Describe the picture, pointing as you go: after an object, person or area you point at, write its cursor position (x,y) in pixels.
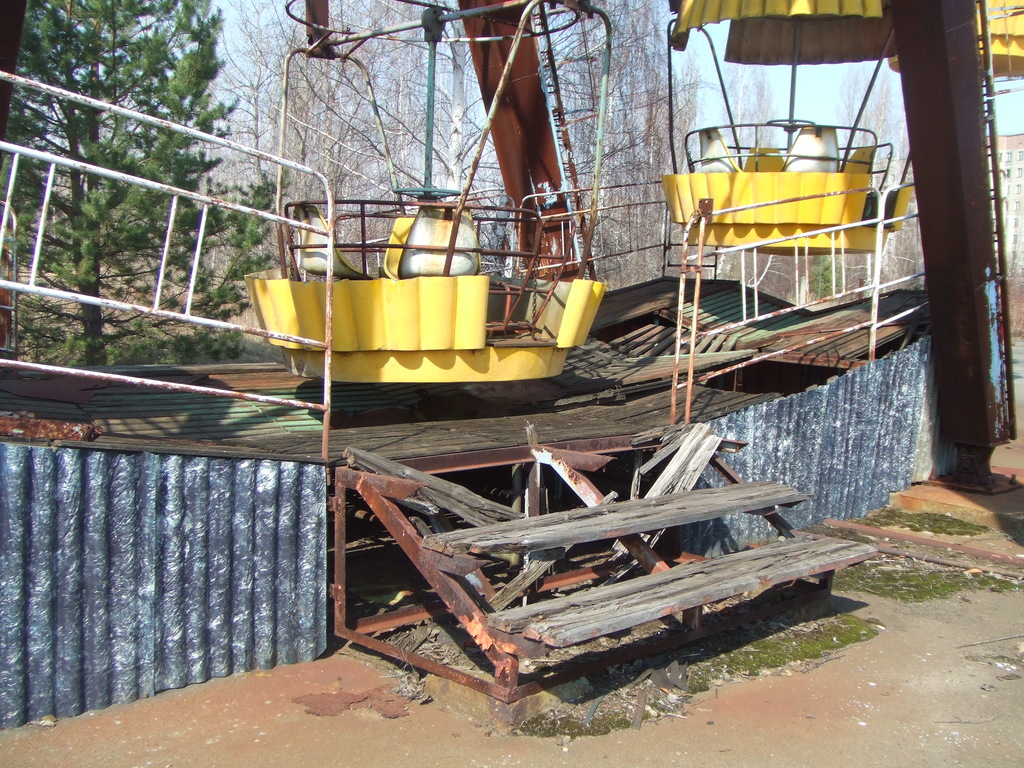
In this image we can see a fun ride (641,338) and there are trees (453,175). In the background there is sky (220,94). We can see railings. There are steps (825,590) and we can see a rod (1005,562).
